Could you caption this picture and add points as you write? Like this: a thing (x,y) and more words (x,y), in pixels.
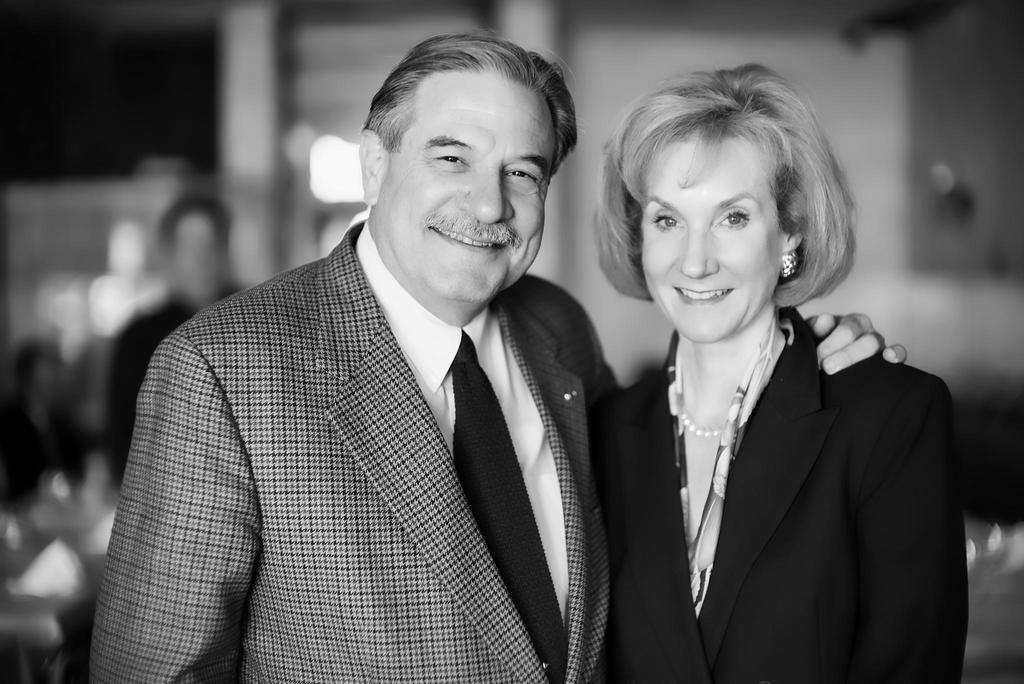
This is a black and white image. In the middle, we can see two people (605,608) man (489,558) and women (863,592) are wearing suits (927,644). In the background (38,538), we can see a person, tables (987,556), chairs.
